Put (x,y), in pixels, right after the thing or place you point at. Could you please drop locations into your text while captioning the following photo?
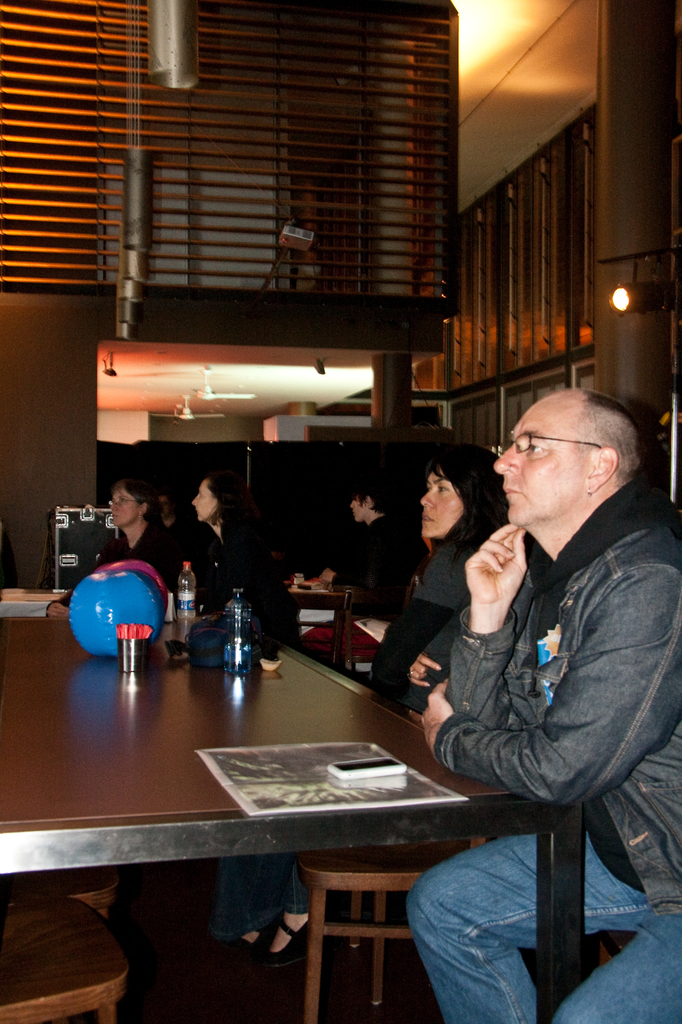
In this image I can see few people (553,666) are sitting on chairs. Here on this table (278,712) I can see a phone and few bottles (238,625).
